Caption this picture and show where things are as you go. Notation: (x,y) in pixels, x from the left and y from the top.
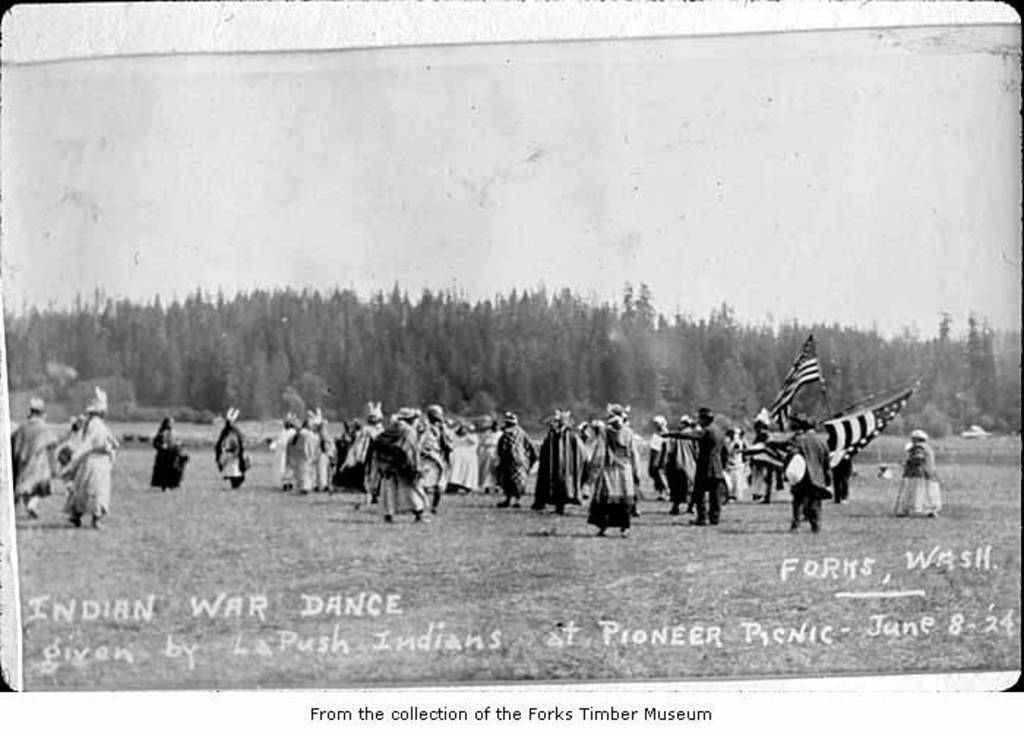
It is a black and white image. At the center of the image (461,453) there are people (409,467) standing on the grass (579,513) and we can see a few people (789,442) are holding the flag (783,392). In the background of the image (501,347) there are trees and sky (682,175). There is some text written in front of the image.
